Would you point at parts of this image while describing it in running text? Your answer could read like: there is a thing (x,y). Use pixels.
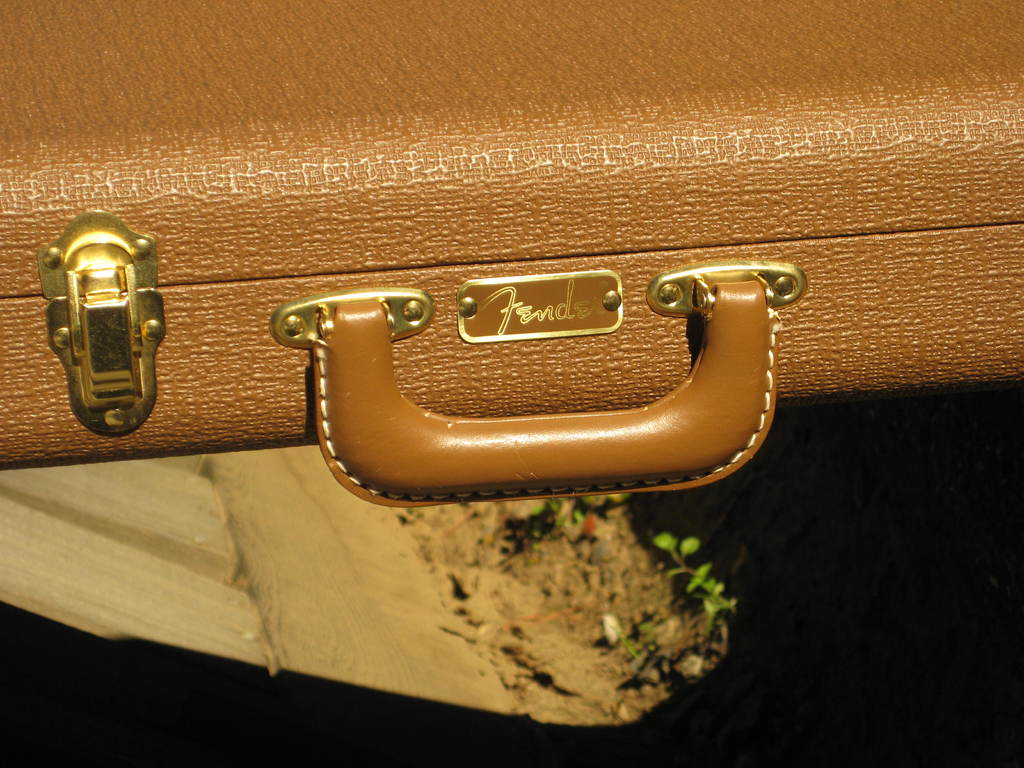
A suitcase (136,355) is shown in the picture. It has brown leather covering (487,188) on it. There is a handle (563,422) with same color. There is a small name plate (488,323). There are locks (148,249) with golden color.
